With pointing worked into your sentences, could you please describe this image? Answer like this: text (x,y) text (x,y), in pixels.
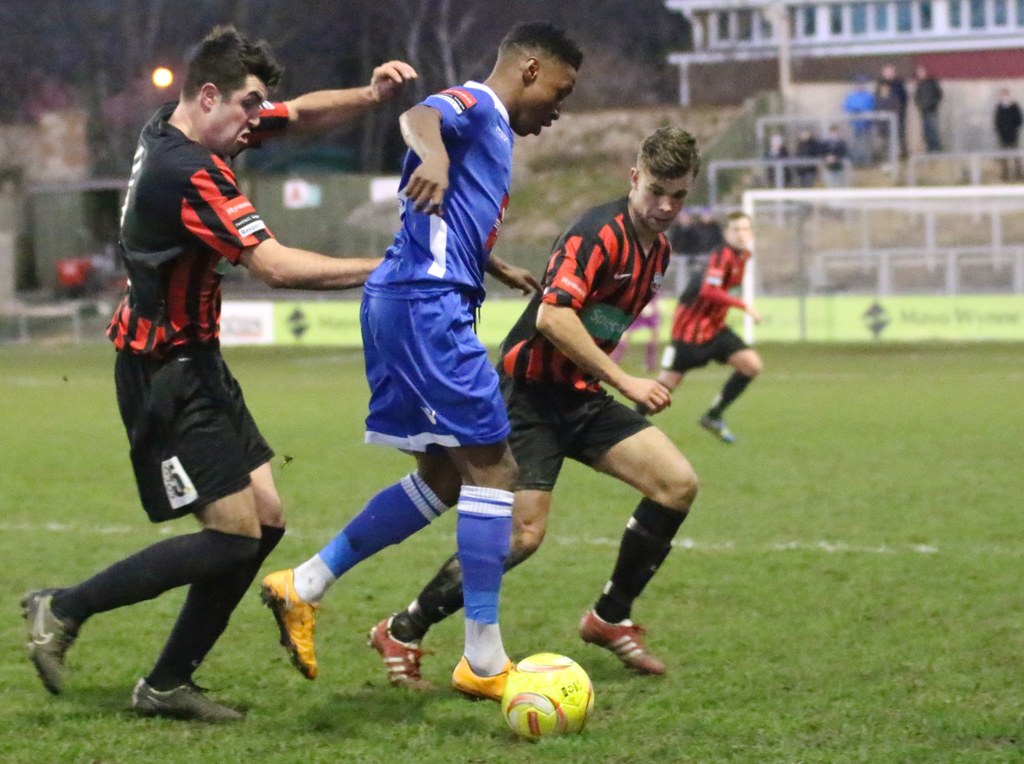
In the image we can see there are people (612,363) who are standing and playing with a football (543,702) and the ball (531,694) is in yellow colour. People (242,583) are wearing uniforms (609,299) and the ground (766,521) is covered with grass (420,556). On the other side there are people (1009,128) who are standing and they are watching them.
